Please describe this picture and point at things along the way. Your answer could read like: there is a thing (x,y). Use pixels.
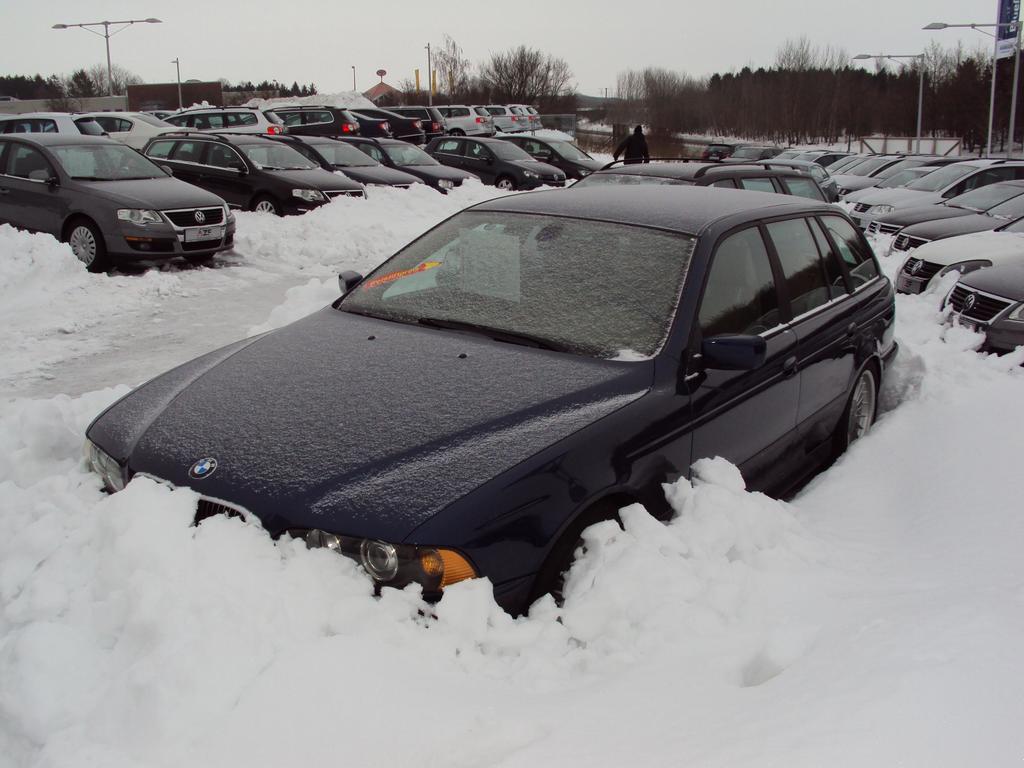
In the middle of this image (342,508), there is a vehicle (771,247) on a road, on which there are other vehicles (108,123), a person (637,159) and snow (982,381). In the background (1005,106), there are poles (1015,89), trees (1001,89) and there are clouds (367,36) in the sky (283,41).
